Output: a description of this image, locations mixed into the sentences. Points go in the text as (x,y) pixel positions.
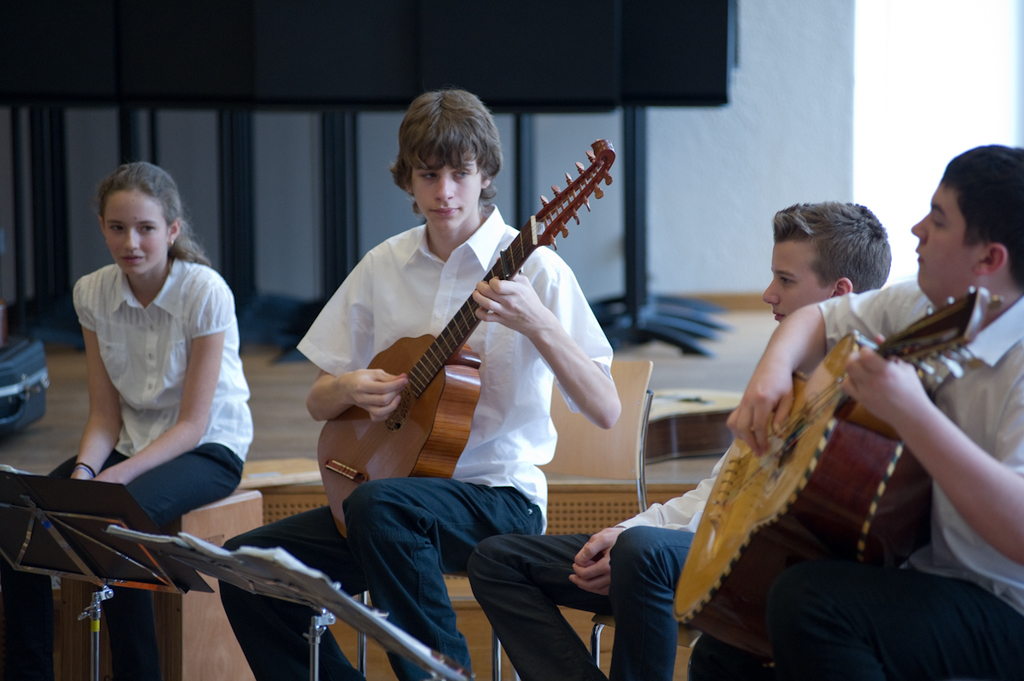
In this picture we can see four persons (619,526) sitting. Two of them are playing guitar (815,496). On the background (828,142) we can see a wall (749,148). And this is floor (284,410) and these are the books (138,533).
